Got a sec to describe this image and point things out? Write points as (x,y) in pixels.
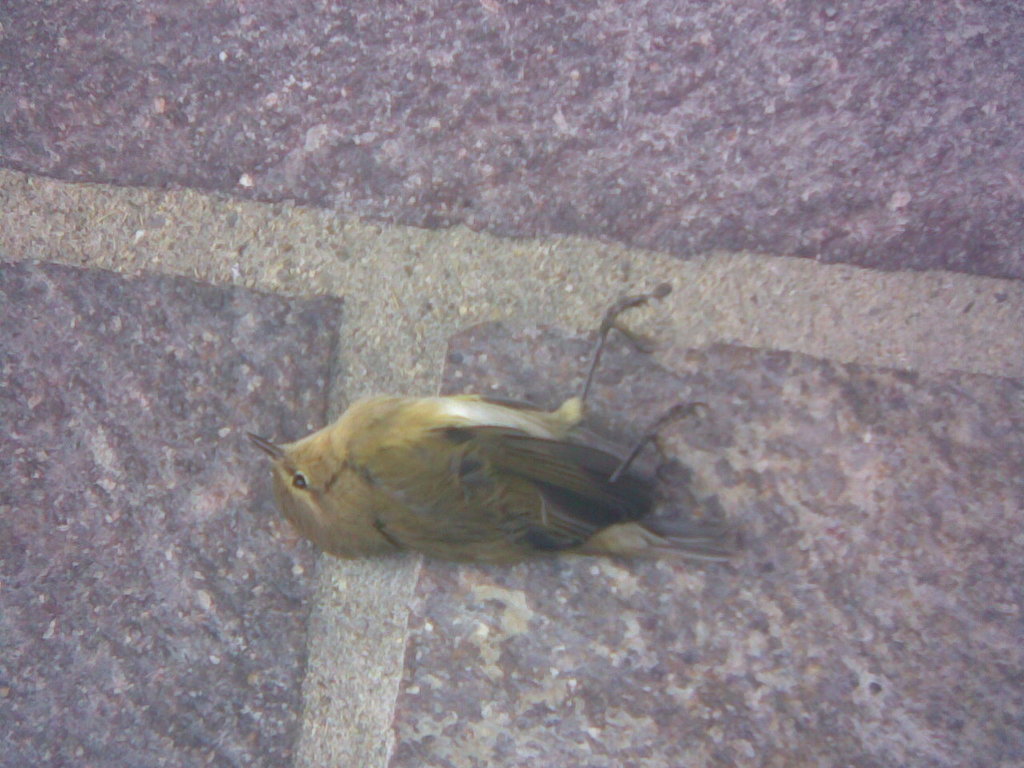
In this image, we can see a bird (444,507) is lying on the stone surface (444,379).
